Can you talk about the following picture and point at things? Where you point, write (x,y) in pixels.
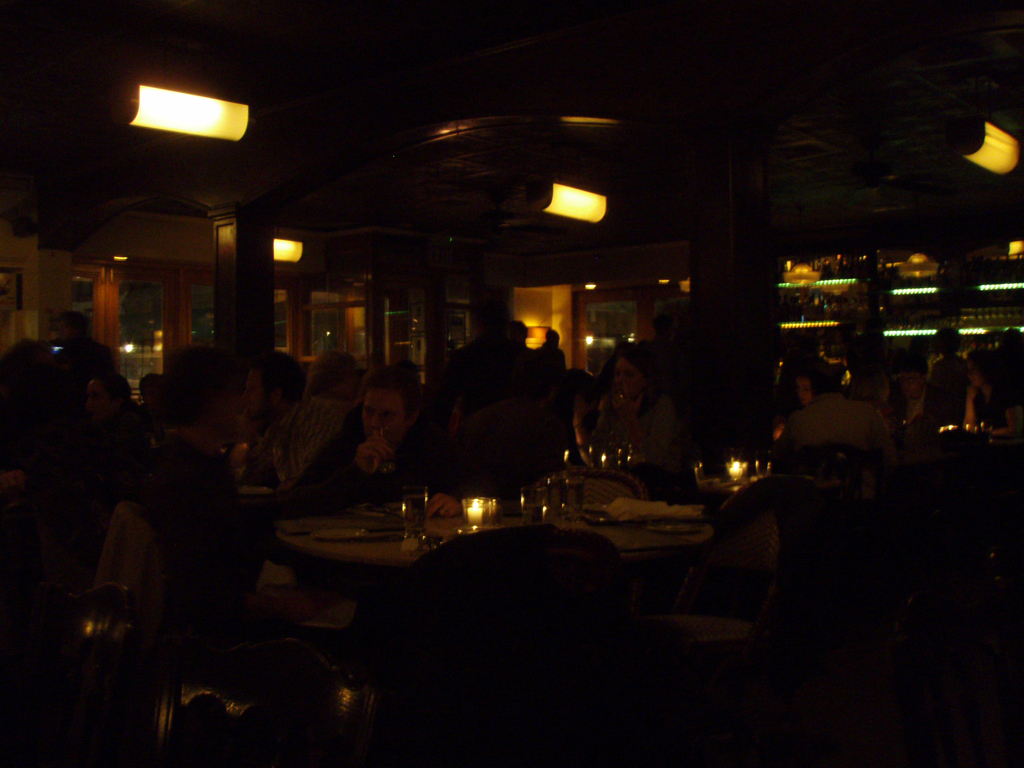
In this image there are group of persons (513,422), there are tables (578,527), there are chairs (770,524), there are objects (464,504) on the table (594,509), there is a chair (278,696) truncated towards the bottom of the image (280,723), there are windows (279,321), there are pillars (258,338), there are lights (561,194), there is the roof (553,86).
